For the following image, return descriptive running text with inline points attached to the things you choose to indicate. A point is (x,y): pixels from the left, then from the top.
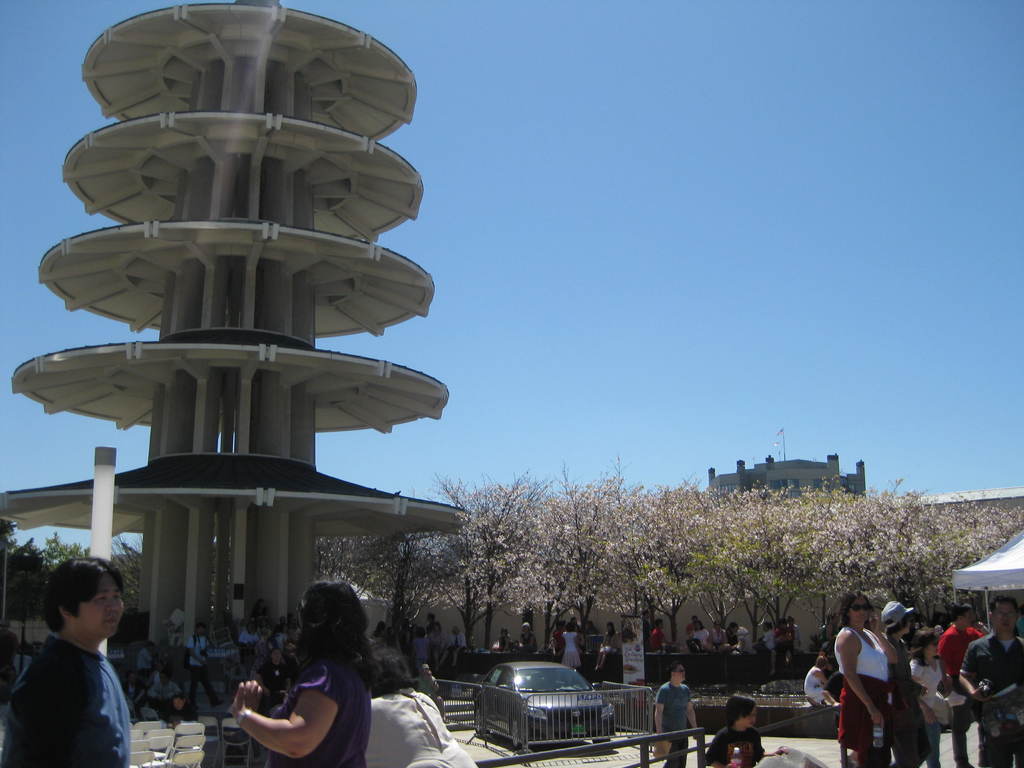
In this image I can see group of people (317,679), some are standing and some are sitting. Background (517,711) I can see the railing (588,722), a vehicle (563,683). In front the vehicle (575,698) is in gray color and I can see the trees (714,552) in green color, few flowers (561,539) in white color and I can see an object (198,412) in white color, background (720,215) the sky (638,236) is in blue color.
